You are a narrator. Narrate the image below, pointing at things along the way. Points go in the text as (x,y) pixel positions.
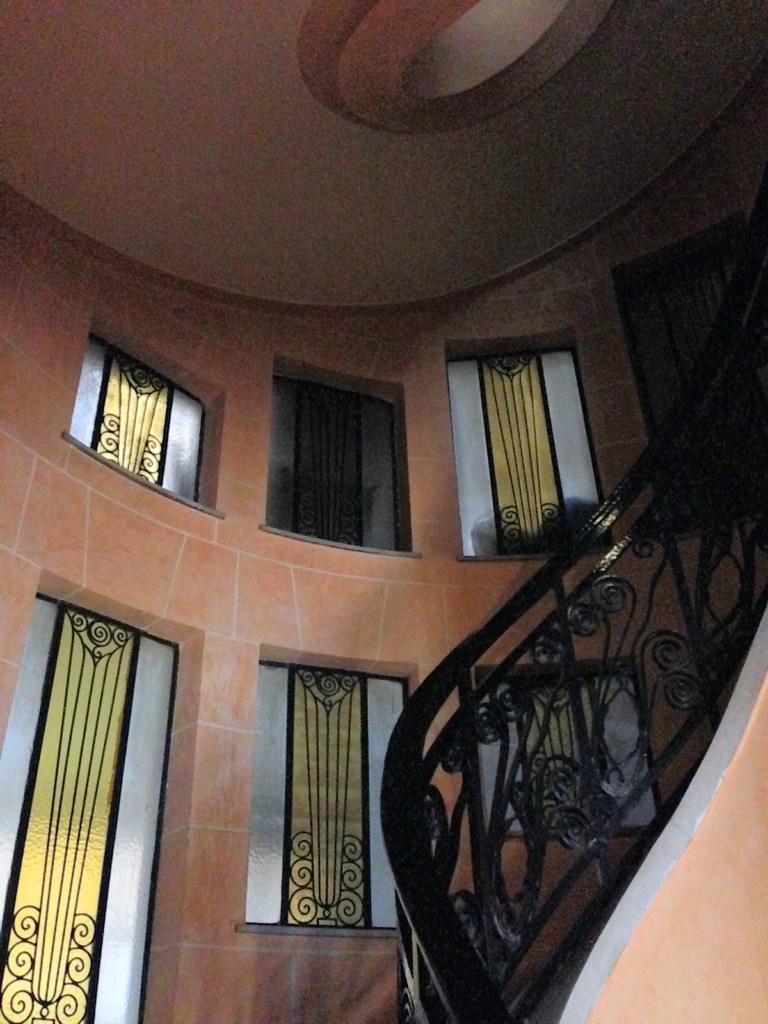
Here we can see staircase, design glasses (142,693), wall (36,375) and ceiling (297,263).
